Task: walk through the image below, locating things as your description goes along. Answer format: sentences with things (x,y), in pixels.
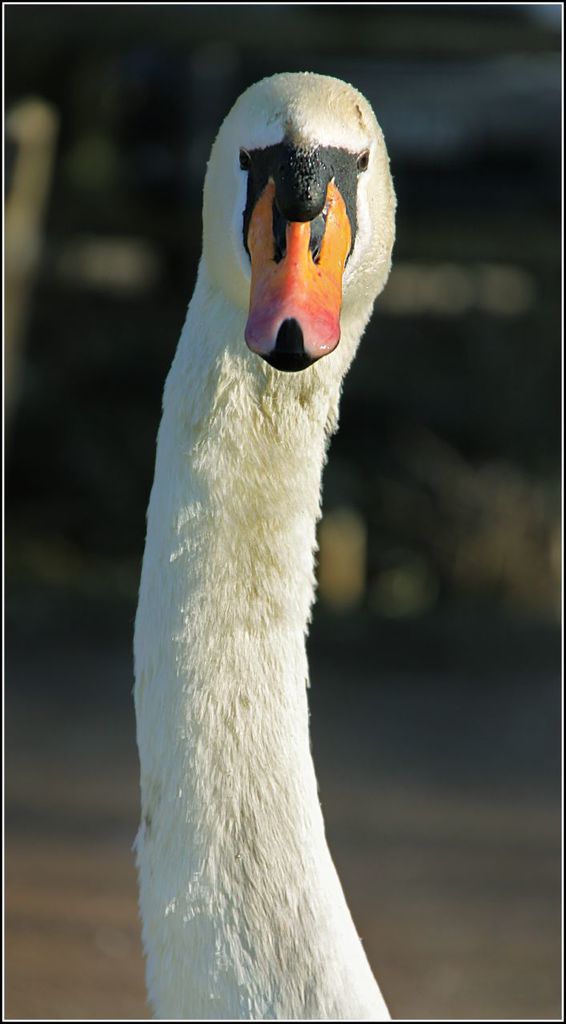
In this image I can see a bird (226,694). And the background (127,331) is blurry.
